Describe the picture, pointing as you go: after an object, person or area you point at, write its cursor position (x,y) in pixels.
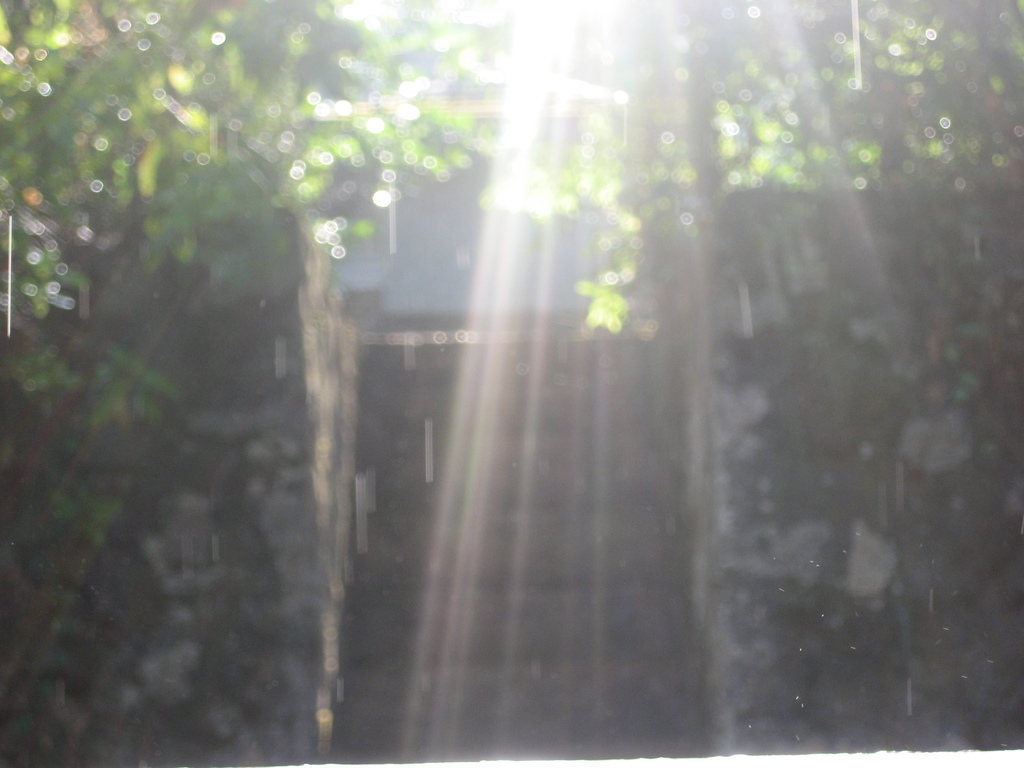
This is a blur image. In this picture we can see a door (563,692), walls (1019,287) and a few leaves (198,153).
